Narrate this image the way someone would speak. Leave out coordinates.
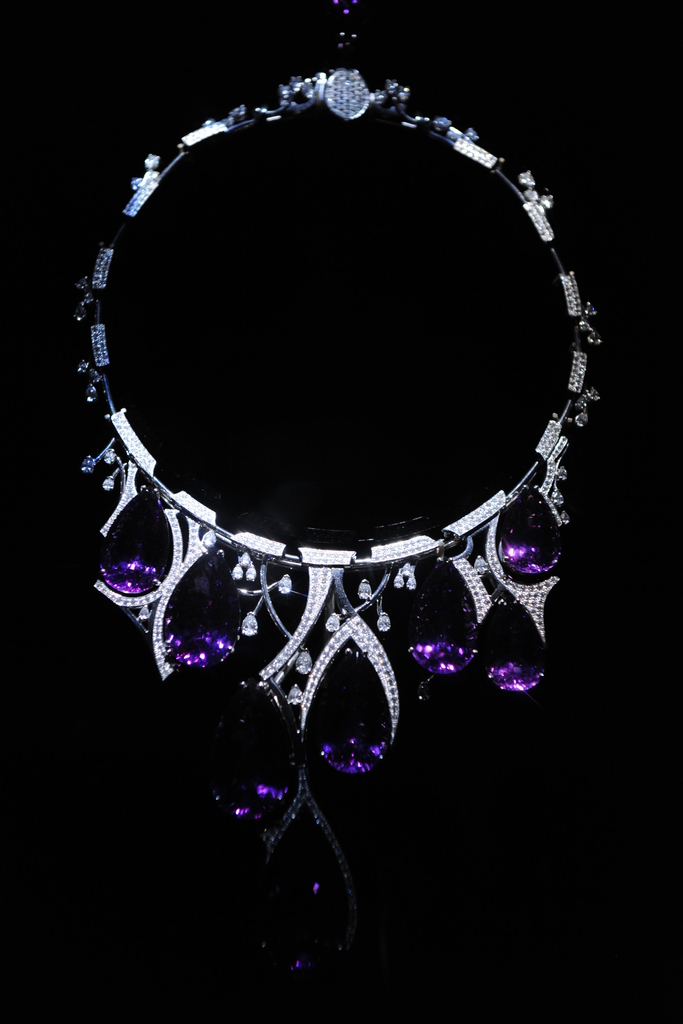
This picture is dark, in this picture we can see jewelry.
